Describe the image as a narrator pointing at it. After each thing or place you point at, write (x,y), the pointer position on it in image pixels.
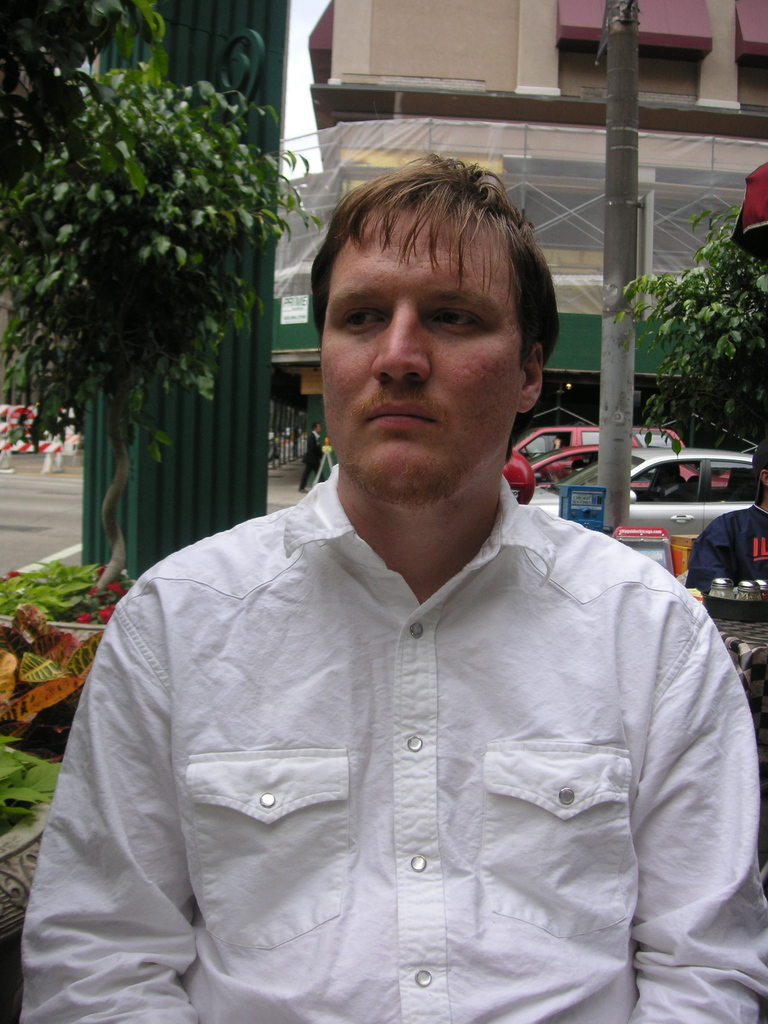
In the image there is a man (433,482) in white shirt (433,664) sitting in the front (488,803) and behind there are vehicles (665,459) on the road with trees (115,320) on either side and in the background (688,184) there is a building (383,172).
